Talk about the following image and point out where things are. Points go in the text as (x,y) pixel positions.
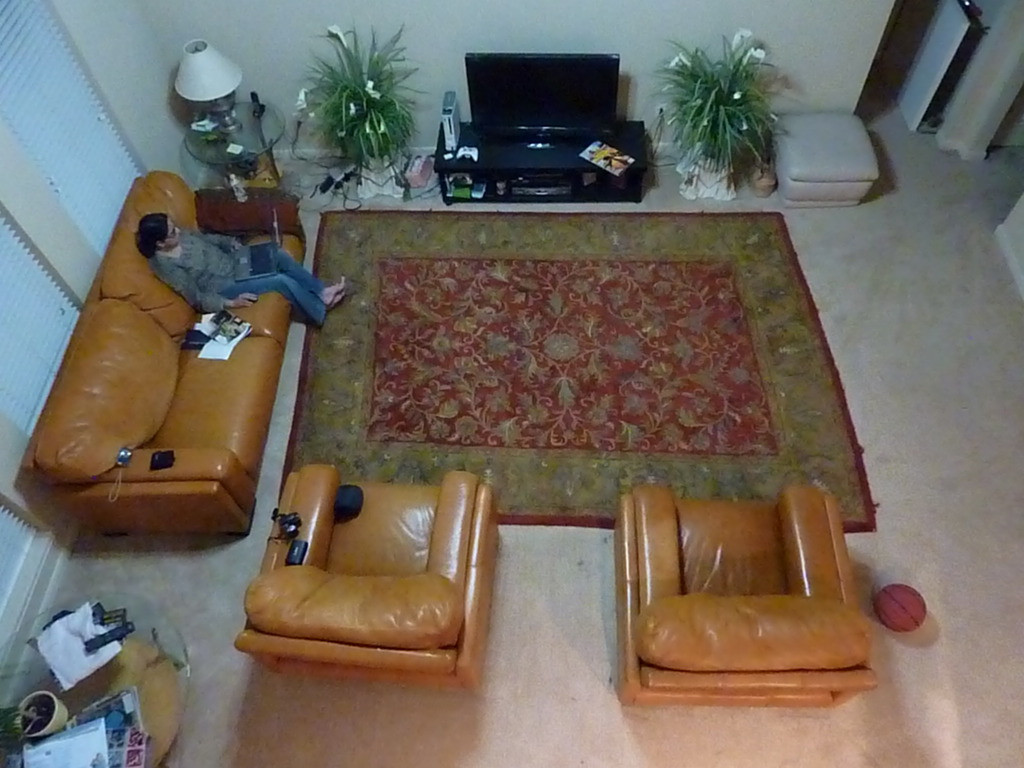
This image is taken from the top. In the image there is a woman (191,253) sitting in the sofa (114,355) and there are two chairs (708,617) beside that sofa (189,471) and there is a carpet (424,316) in front of her. To the wall (313,9) there is glass table (279,121) on which there is lamp (191,75), plant (361,110) and television (539,112) beside it. There is a ball (914,609) on the floor (952,579).
